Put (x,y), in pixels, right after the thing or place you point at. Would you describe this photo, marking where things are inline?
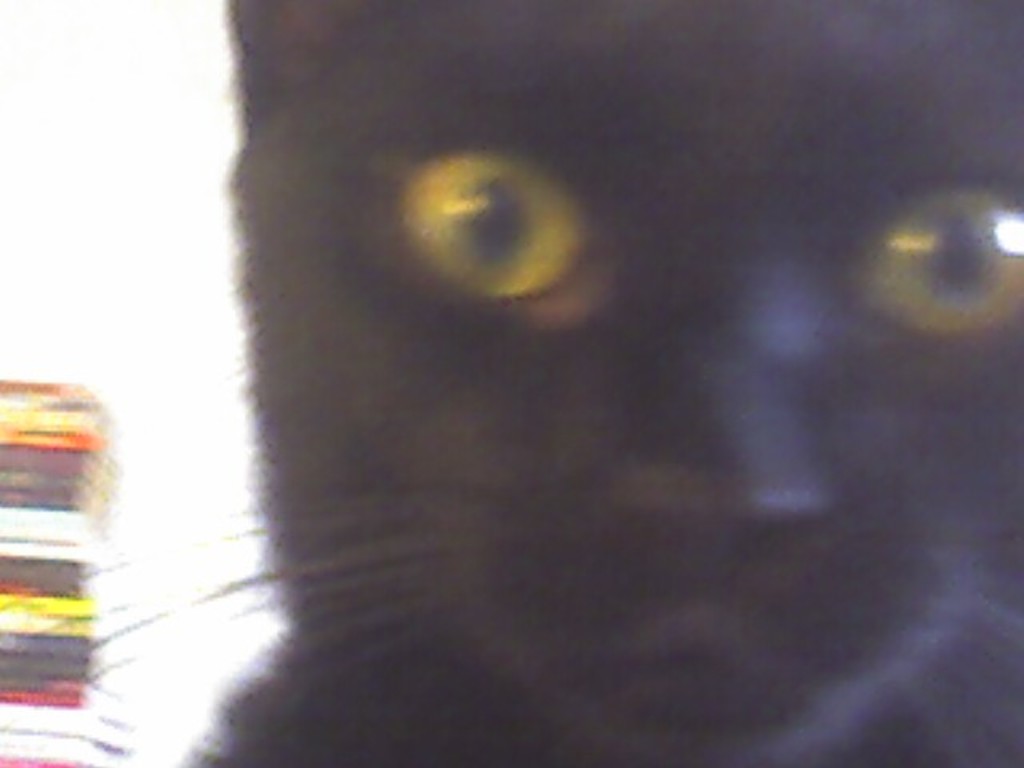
In this image I can see a black colored cat (723,514) and I can see its eyes (562,263) are yellow and black in color and to the left side of the image (95,376) I can see few books (6,389) and white colored background (88,354).
